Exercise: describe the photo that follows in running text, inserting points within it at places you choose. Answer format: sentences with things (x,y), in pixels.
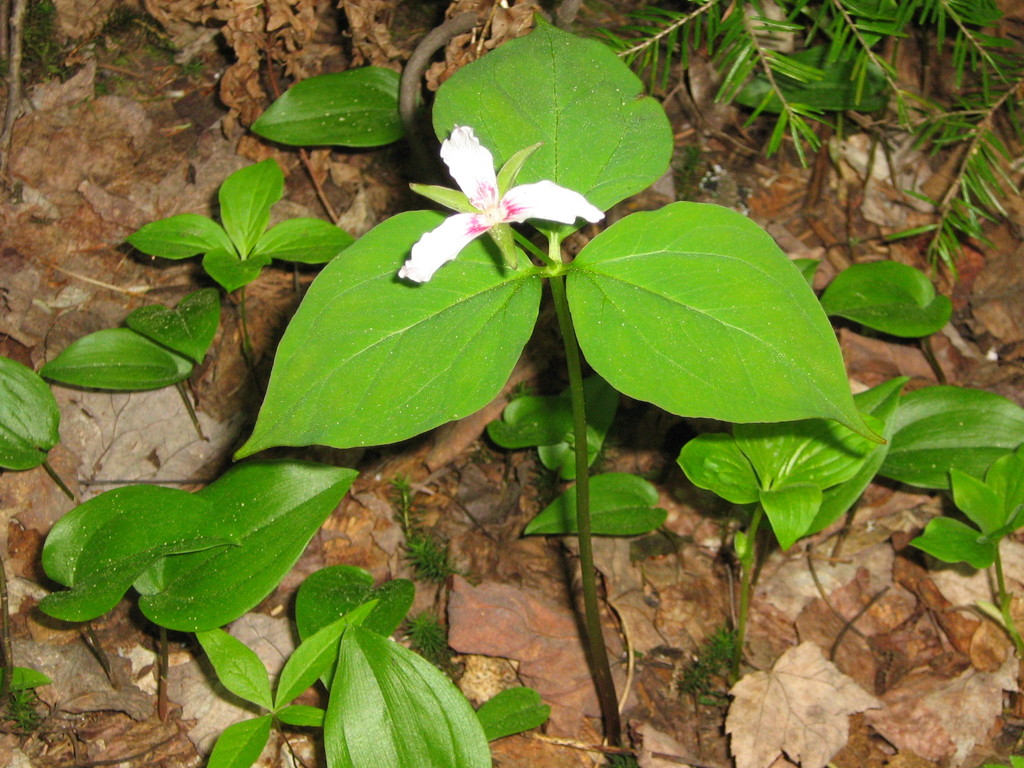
Here we can see plants (482,204) with a flower (495,177) and there are leaves (884,704) on the ground (963,273).
